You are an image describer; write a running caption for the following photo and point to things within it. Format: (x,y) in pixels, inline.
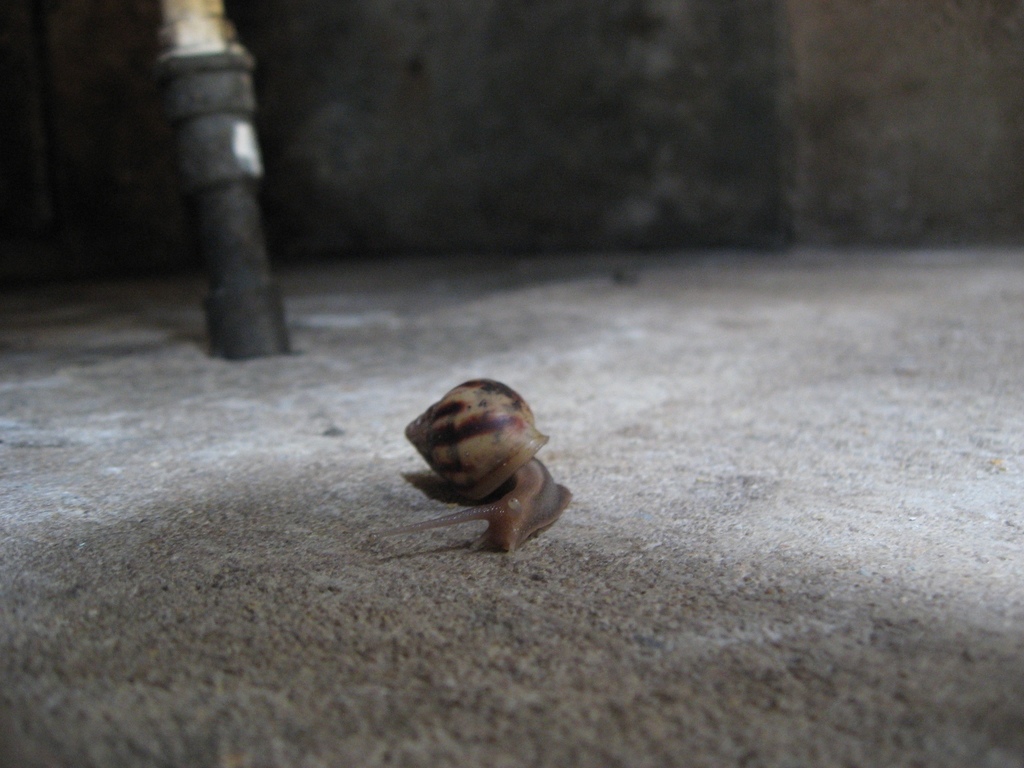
In this image we can see a snail (477,494) on a surface (565,458). Behind the snail (515,504) we can see a black object (247,278) and a wall (391,251).
